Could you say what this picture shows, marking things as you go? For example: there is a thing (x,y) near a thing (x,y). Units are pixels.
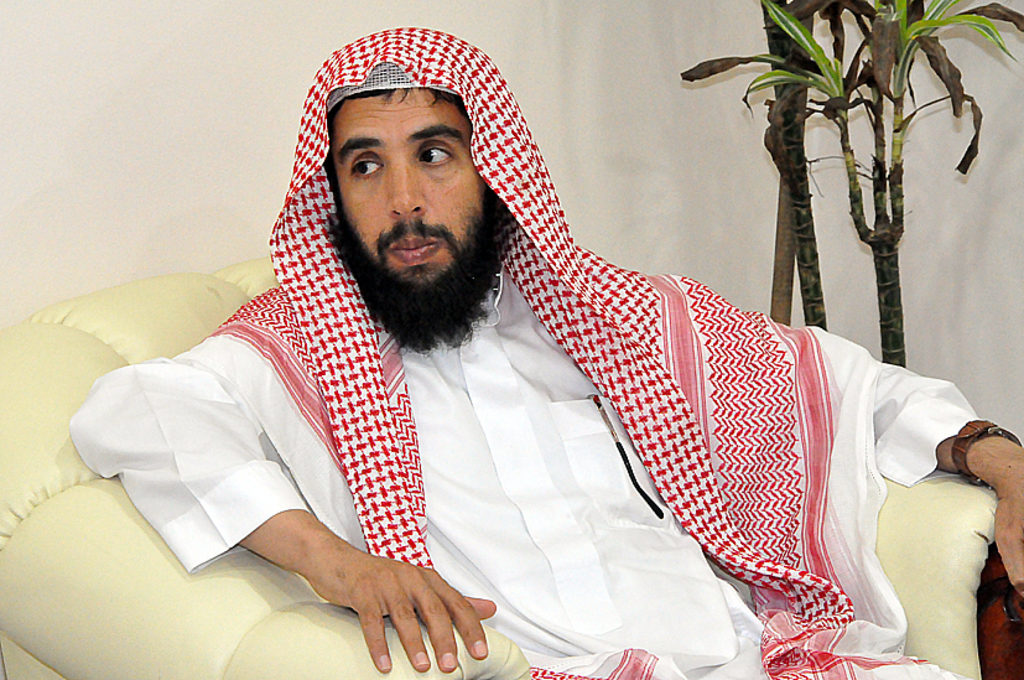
In the foreground of this image (311,424), there is a man (641,458) in white dress (579,565) sitting on a sofa (155,606). Behind him, there is a wall (608,94) and a plant (789,271).
